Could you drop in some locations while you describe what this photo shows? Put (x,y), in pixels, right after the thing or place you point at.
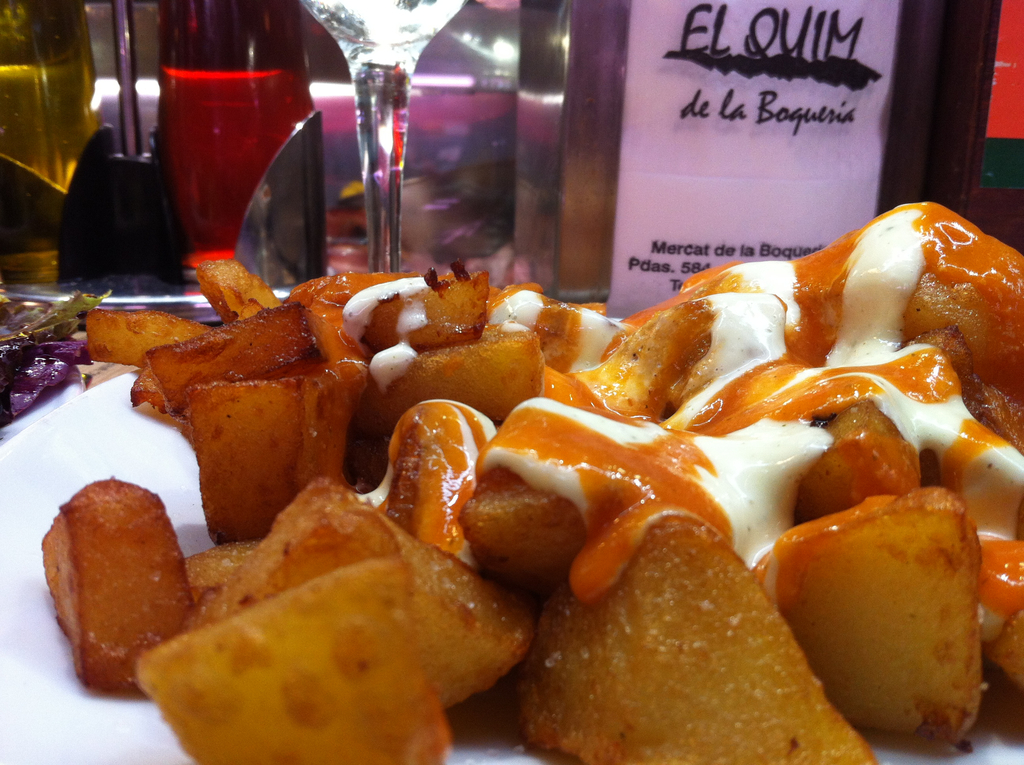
In this image I can see white colour plate (77,447) and in it I can see number of brown colour food pieces (795,698). I can also see white and brown colour thing (728,361) on it. In background (756,99) I can see something is written over here. I can also see a glass (367,49) in background (361,164).
